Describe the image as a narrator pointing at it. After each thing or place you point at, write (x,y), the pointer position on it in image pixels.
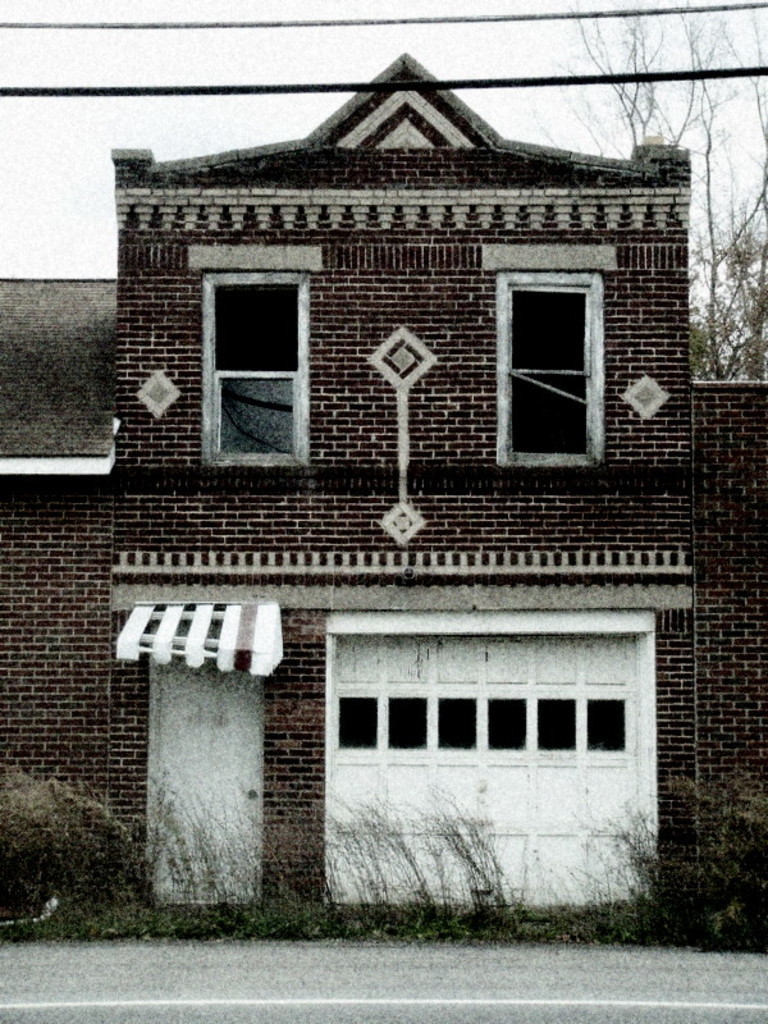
In this image we can see a building (370,626), there are some doors (249,832), grass (209,913), wires (479,85) and trees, in the background (253,18) we can see the sky (468,91).
